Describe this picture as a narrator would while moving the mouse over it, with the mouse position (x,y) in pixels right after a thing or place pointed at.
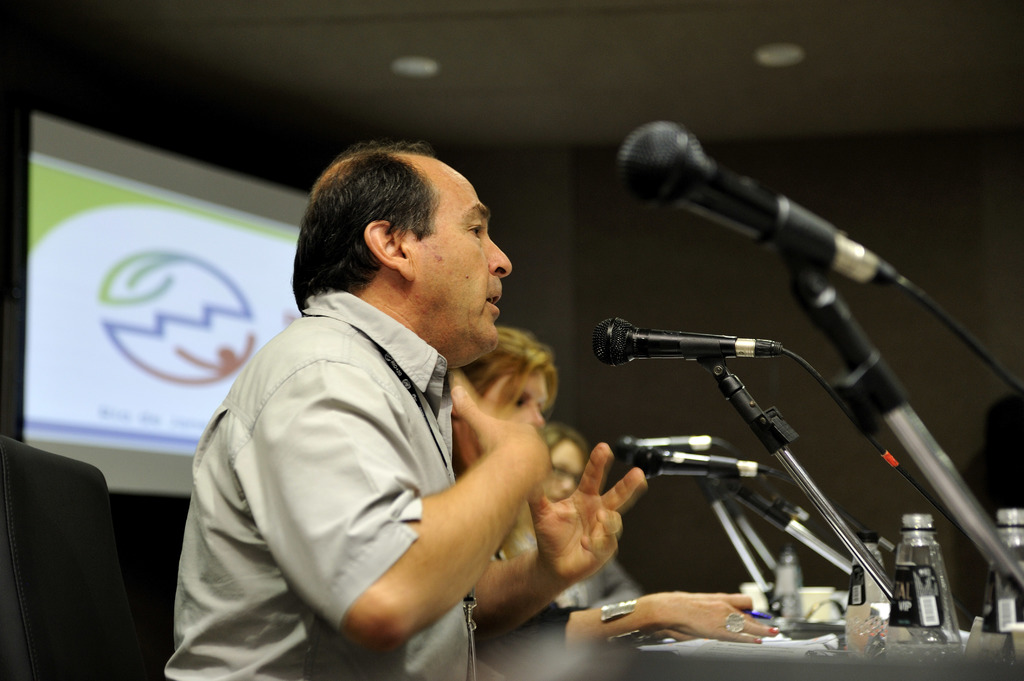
This is the picture of a room (653,380). In this image there are group of people (503,478) sitting on the chairs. In the foreground (467,468) there is a person (444,546) sitting and talking. There are microphones (773,234), bottles (1021,603), cups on the table (800,647). At the back (189,377) there is a screen (155,487). At the top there are lights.
